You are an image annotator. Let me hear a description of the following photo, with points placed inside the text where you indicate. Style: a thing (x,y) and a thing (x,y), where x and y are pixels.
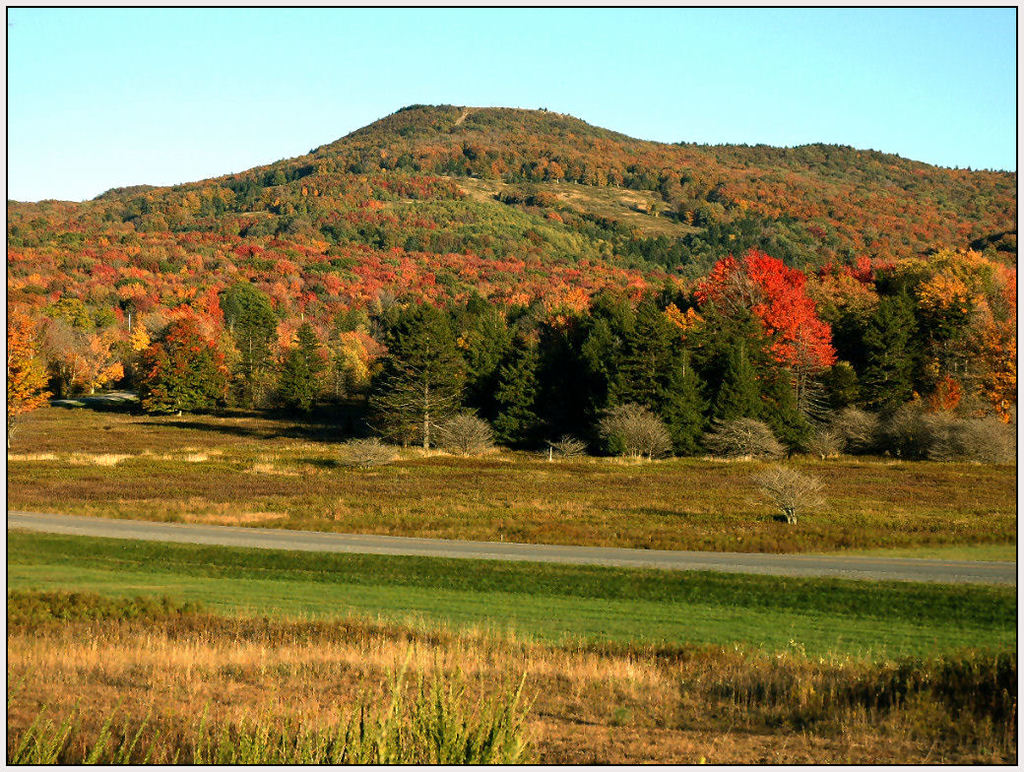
In the foreground of this image (513,660), there are plants (312,743) and the grass (470,598). In the middle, there is a path (379,539). In the background (812,355), there are trees (778,202) on the hill (442,169) and the sky (170,87) on the top (151,84).
